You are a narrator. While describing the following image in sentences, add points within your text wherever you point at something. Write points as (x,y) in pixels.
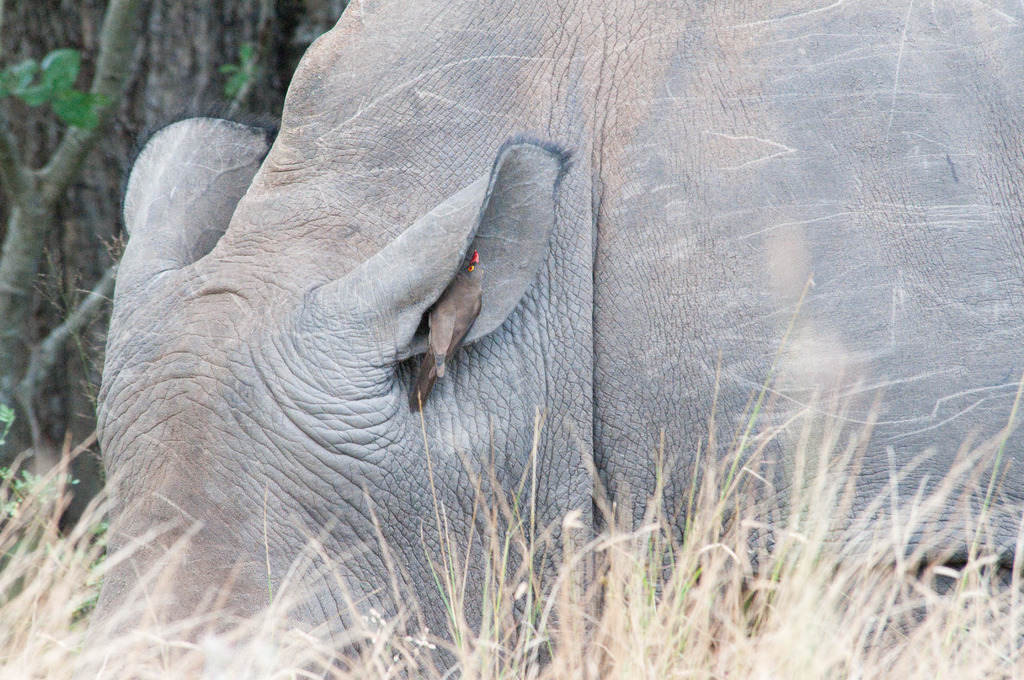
In this image we can see a bird (432,382) on an animal (485,277) which is truncated. At the bottom of the image (511,601) we can see grass (48,526). Here we can see leaves (70,117).
